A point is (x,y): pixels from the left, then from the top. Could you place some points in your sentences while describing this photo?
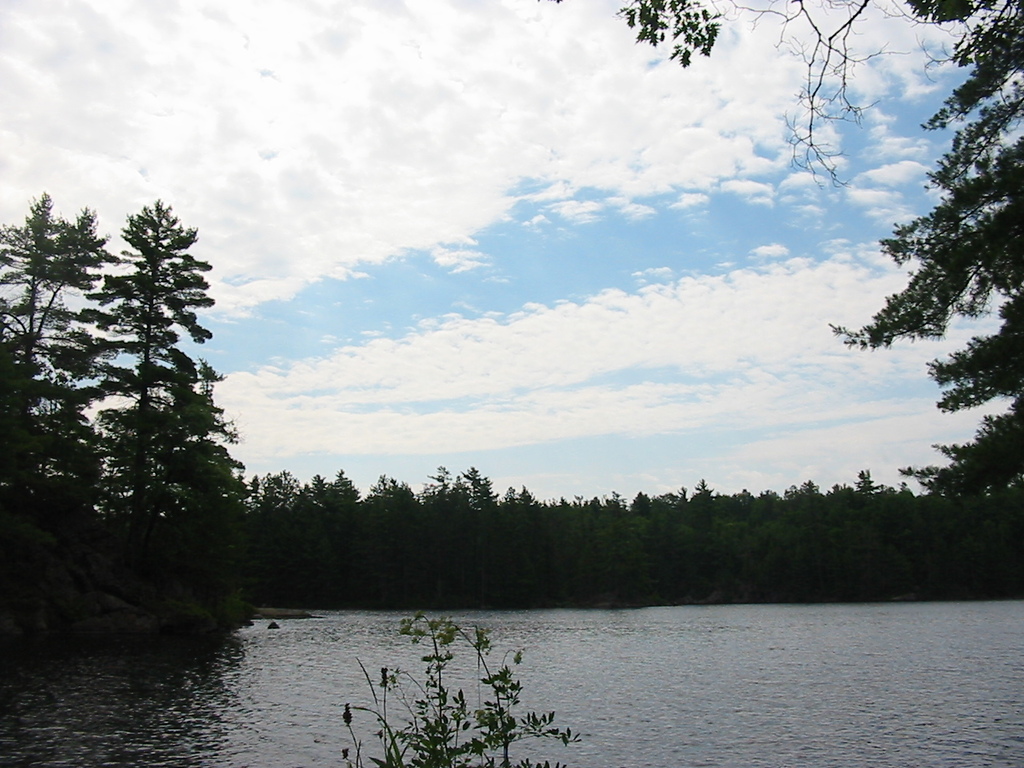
This is an outside view. At the bottom (460,705) I can see the water (684,719) and a plant (440,706). In the background (172,535) there are many trees (68,491). At the top of the image (469,140), I can see the sky (336,282) and clouds (229,131).
